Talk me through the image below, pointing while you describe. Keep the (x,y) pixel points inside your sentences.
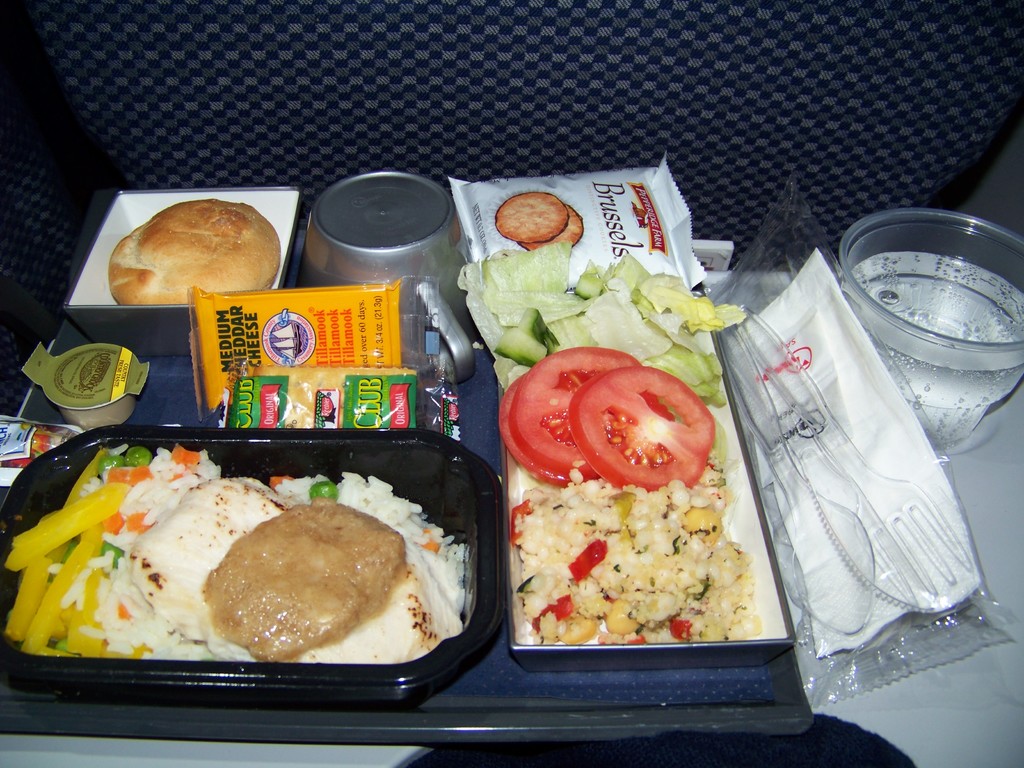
In this image we can see some food (597,412) placed on the plate (486,489). We can see a plate (484,582) is placed on the table (1023,447). There is a drink (938,365) and few objects (901,450) placed on the table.
